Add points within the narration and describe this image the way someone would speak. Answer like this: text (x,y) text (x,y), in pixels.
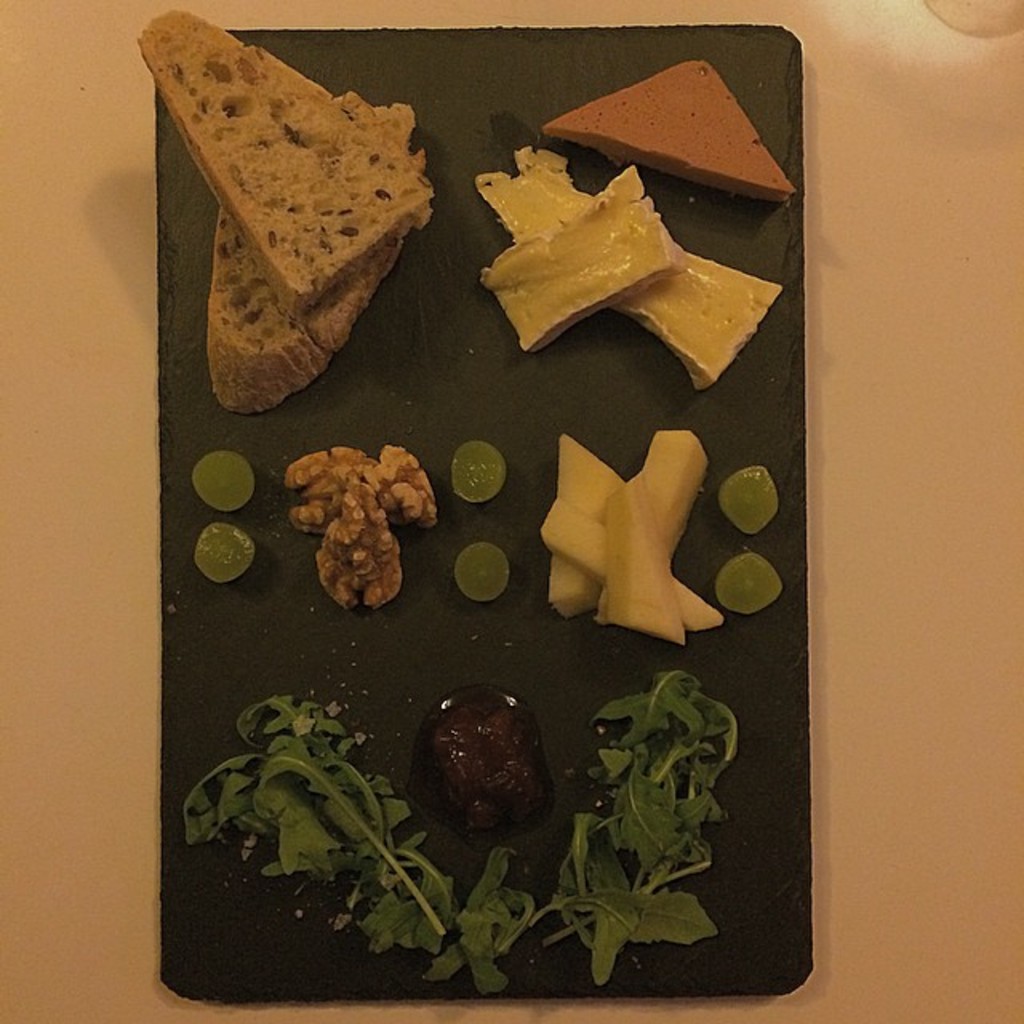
In this image there are food items (318,480), walnuts (362,549), leafy vegetables (321,735) on the plate (207,701) on the table (37,527).
